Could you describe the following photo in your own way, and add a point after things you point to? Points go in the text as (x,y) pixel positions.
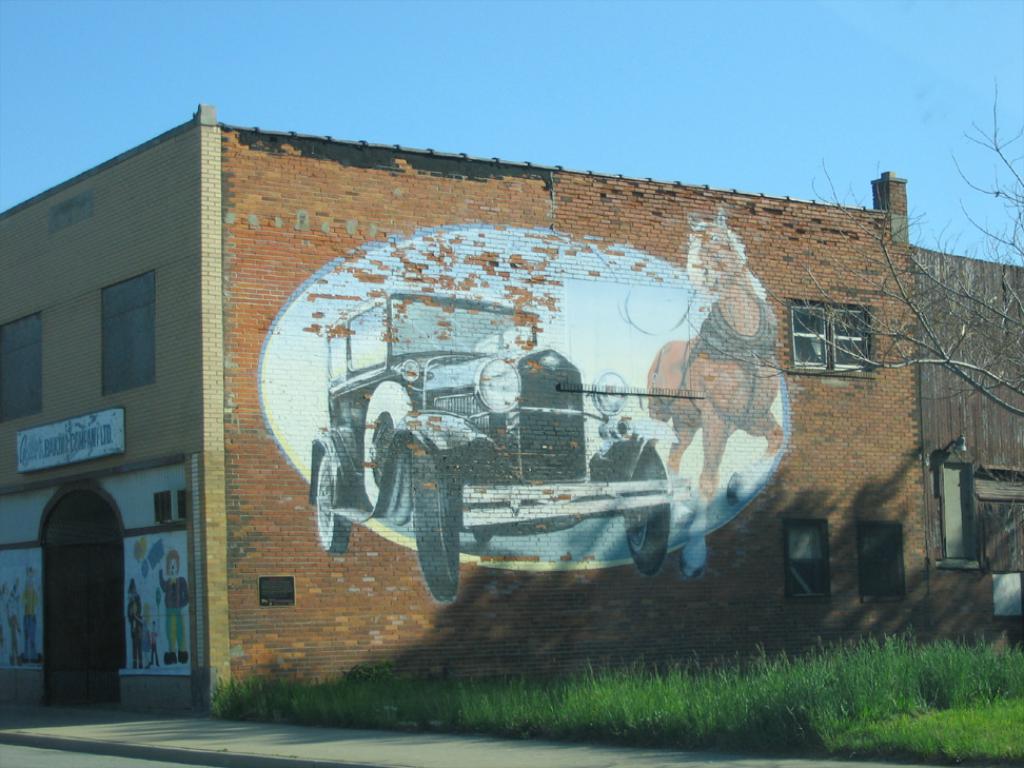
There is a building (535,350) which has a picture (588,372) on it and there is a greenery ground (772,675) beside it and the sky (572,43) is blue in color.
